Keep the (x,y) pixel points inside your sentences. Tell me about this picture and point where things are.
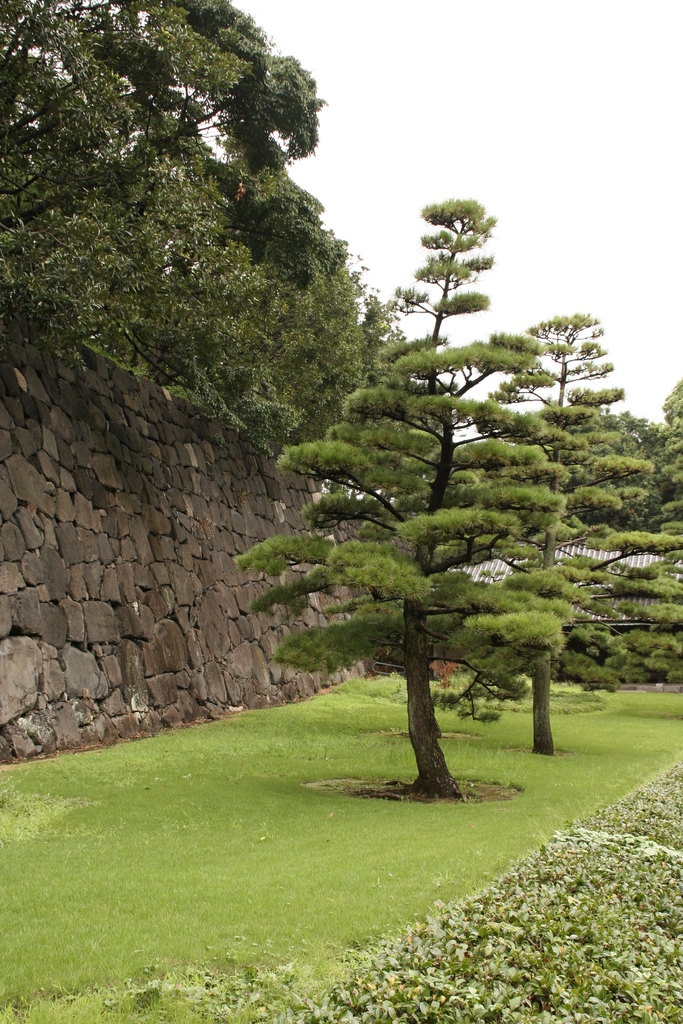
In this image, we can see some trees (372,322) and plants (562,924). There is a grass (312,826) on the ground (328,801). There is a wall (98,483) on the left side of the image (105,655). There is a sky (405,91) at the top of the image (390,88).
